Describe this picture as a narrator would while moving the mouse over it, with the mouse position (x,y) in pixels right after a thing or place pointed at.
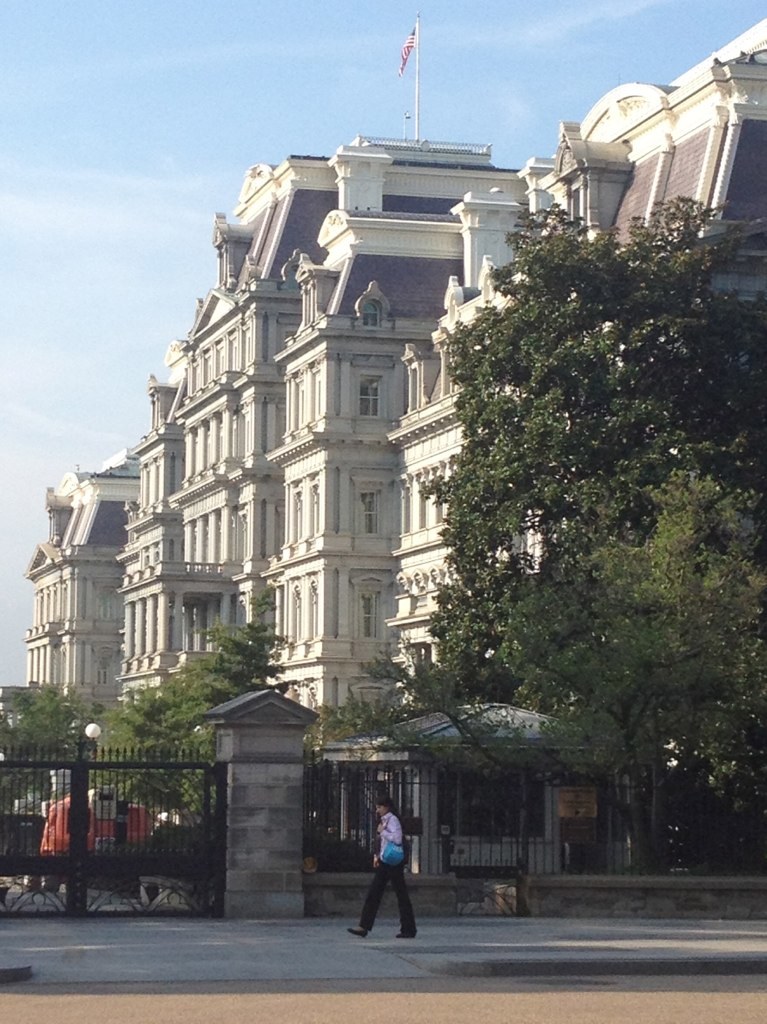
In this picture I can see a person (413,920) at the bottom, there is a gate (173,850) and the iron grill (496,848). In the background (44,728) there are trees (592,635) and buildings (488,828), at the top (454,61) there is the flag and the sky (91,179).
